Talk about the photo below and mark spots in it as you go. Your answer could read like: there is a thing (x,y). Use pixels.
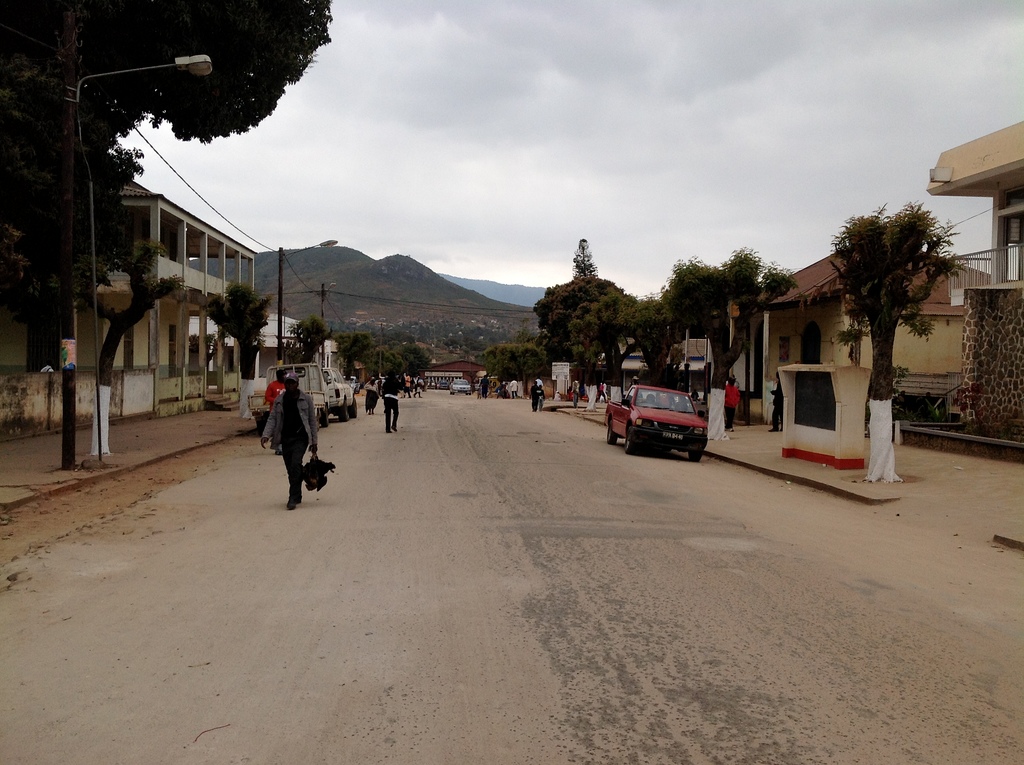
In this image we can see road (428,475), vehicles (350,409), people (315,452), poles (156,66), wires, trees (5,111), lights (205,74), and houses (172,296). In the background (347,315) we can see mountain (417,290) and sky (556,227) with clouds (790,189).
